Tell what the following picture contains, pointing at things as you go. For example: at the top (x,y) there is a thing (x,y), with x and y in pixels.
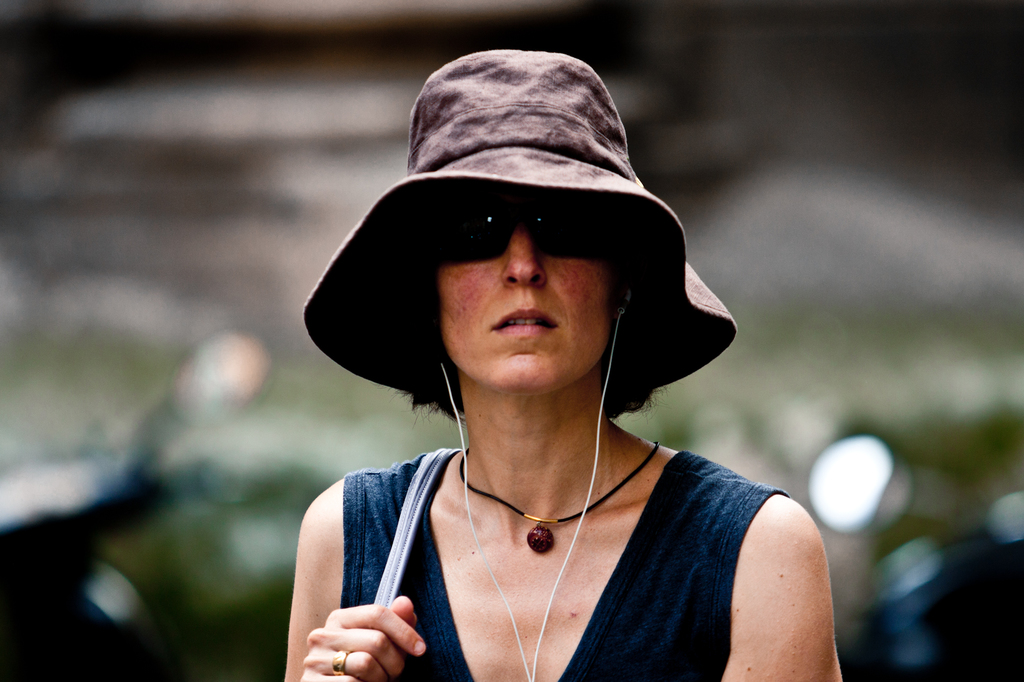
In this image I can see a woman (383,479) in the front (590,546). I can see she is wearing a black shades (576,229), a hat (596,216), a navy blue top (413,668) and I can see she is holding a strap (412,534). I can also see she is using an earphone (599,424). I can also see this image is blurry in the background (766,198).
